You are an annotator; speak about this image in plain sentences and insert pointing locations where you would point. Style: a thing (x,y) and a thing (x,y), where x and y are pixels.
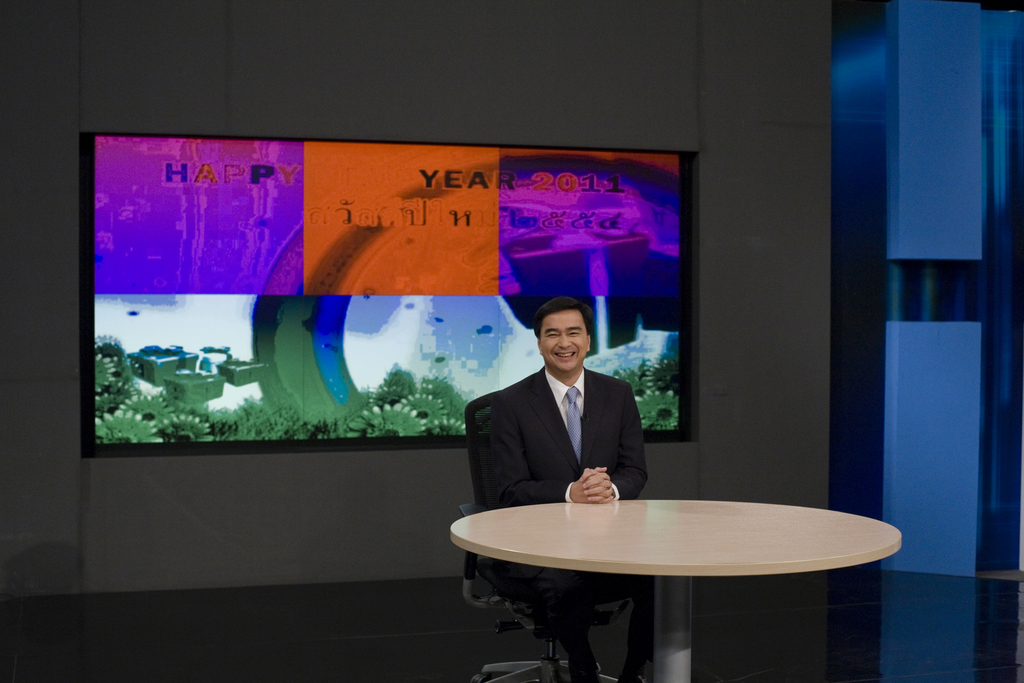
In this image i can see a person (574,332) sitting on a chair (479,507) in front of table (647,541). In the background (734,102) i can see a wall (686,117) and a television screen (330,234).
